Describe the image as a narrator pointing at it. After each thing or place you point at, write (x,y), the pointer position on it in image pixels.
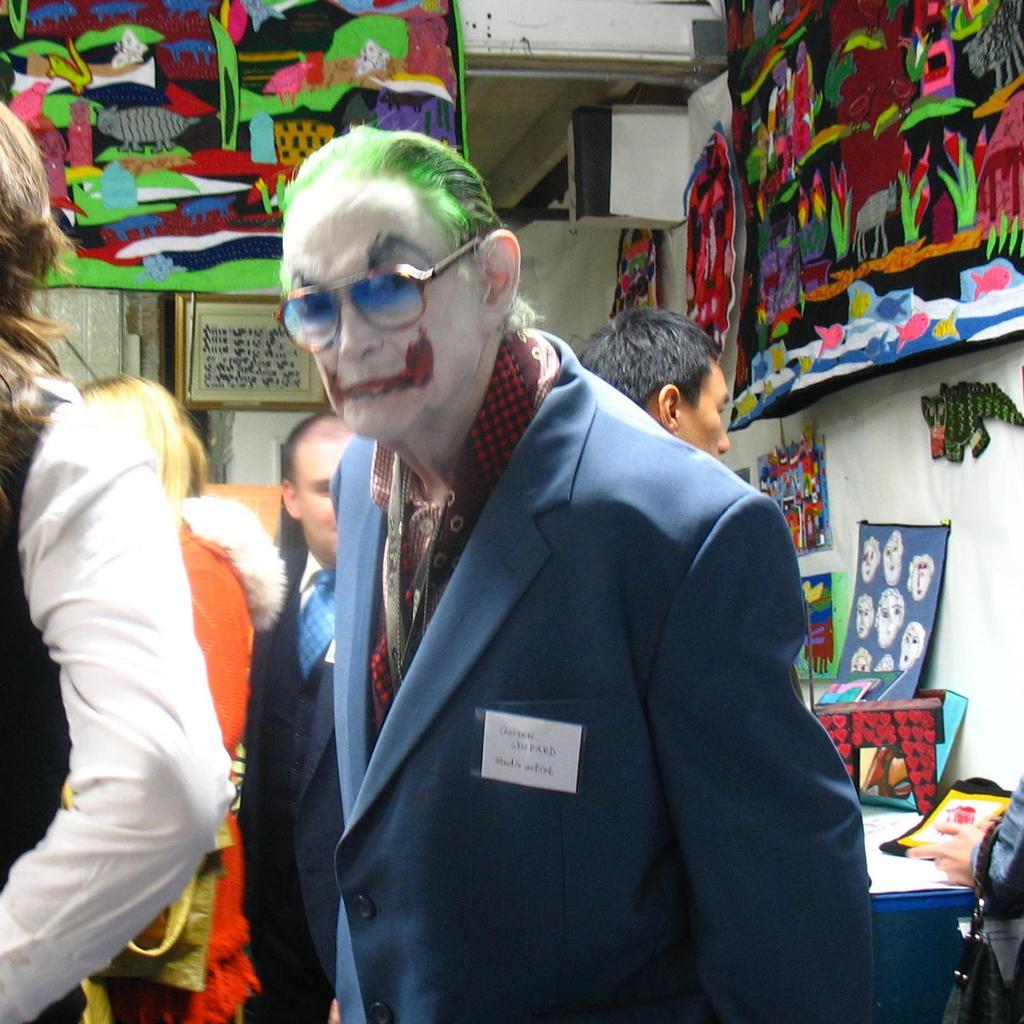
There are two people (466,832) standing and this man (693,616) wore glasses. In the background (241,359) we can see people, wall (1017,353) and posters (803,229). We can see objects (984,805) on the table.
